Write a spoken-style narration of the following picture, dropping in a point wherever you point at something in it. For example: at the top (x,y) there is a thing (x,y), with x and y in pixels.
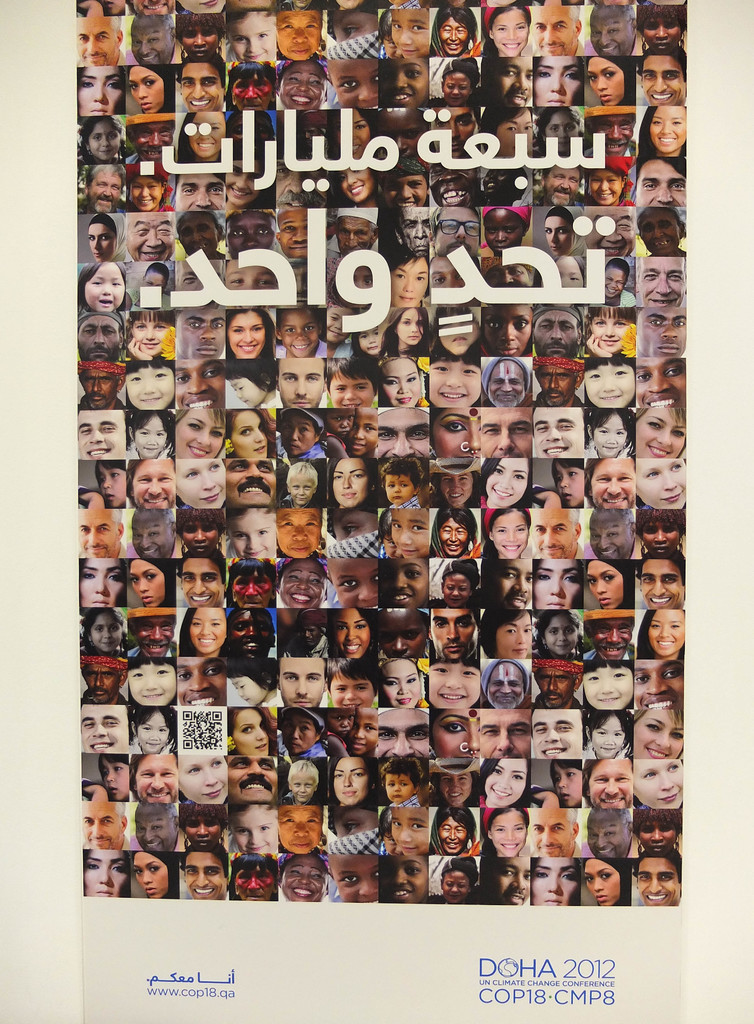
In the picture we can see the poster (377,818) with many photos (347,459) of the people (408,577).
